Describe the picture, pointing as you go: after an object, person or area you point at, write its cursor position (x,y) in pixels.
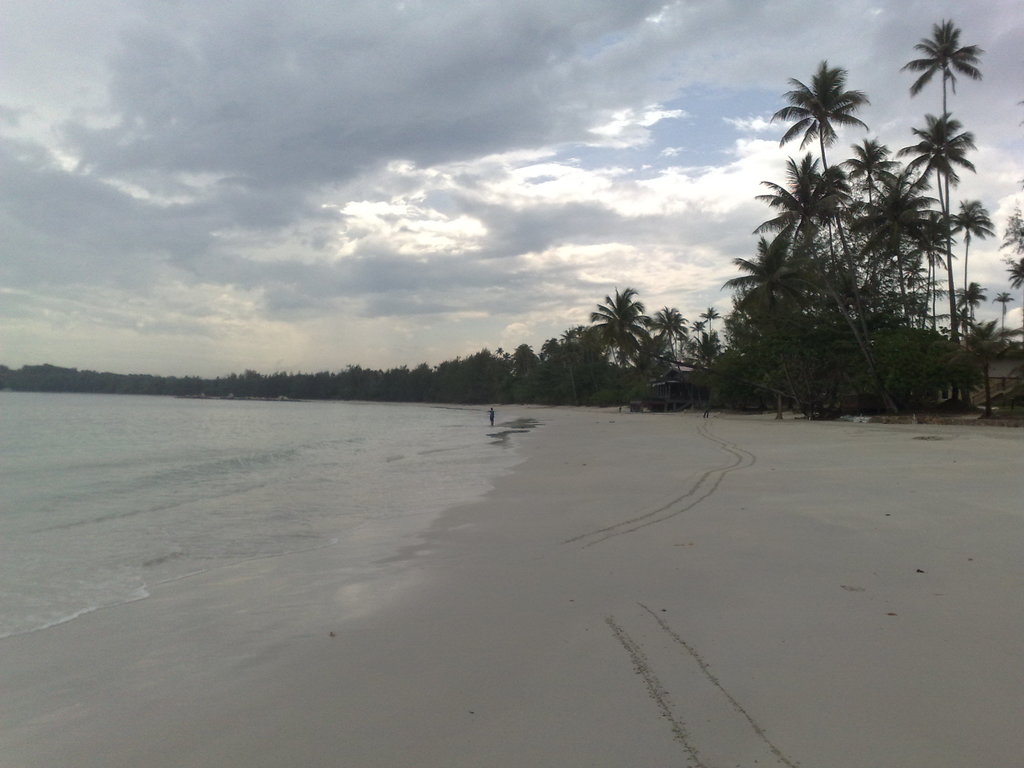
This picture is clicked outside. In the center (483,431) we can see a person (489,415) and we can see the ground (629,507), water body (348,448). In the background (255,130) we can see the sky (314,132) with the clouds (440,221) and we can see the trees (772,350) and some other objects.
